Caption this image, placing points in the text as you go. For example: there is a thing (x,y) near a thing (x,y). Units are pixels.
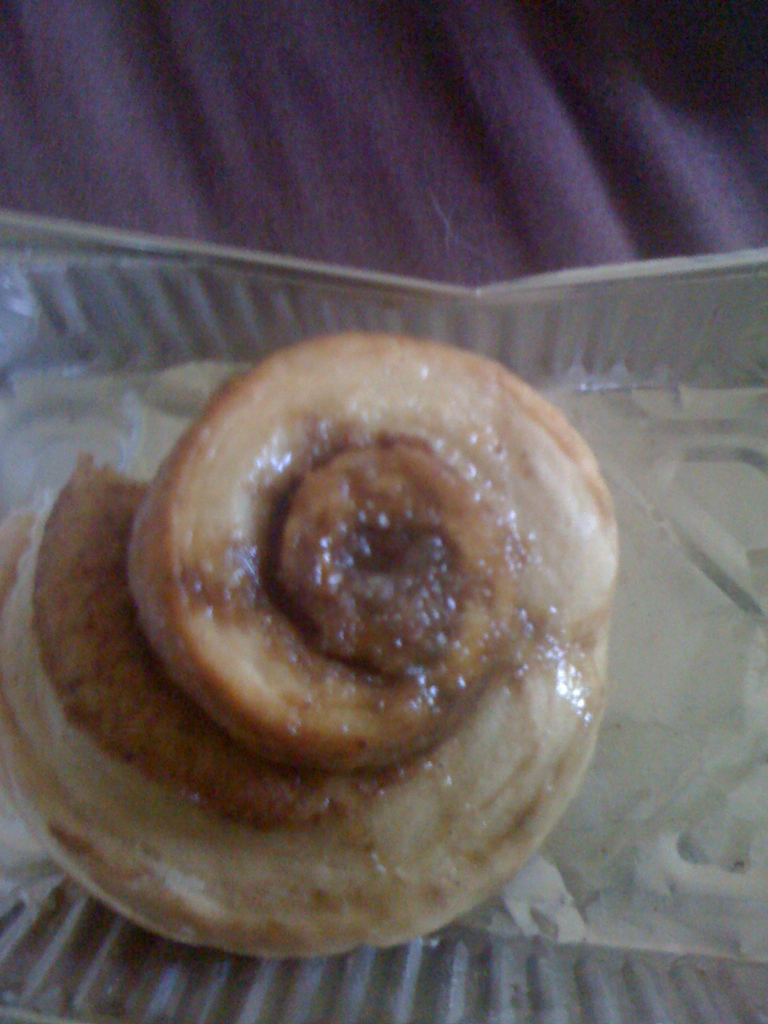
In this picture we can see food (528,641) in the box (626,403).
